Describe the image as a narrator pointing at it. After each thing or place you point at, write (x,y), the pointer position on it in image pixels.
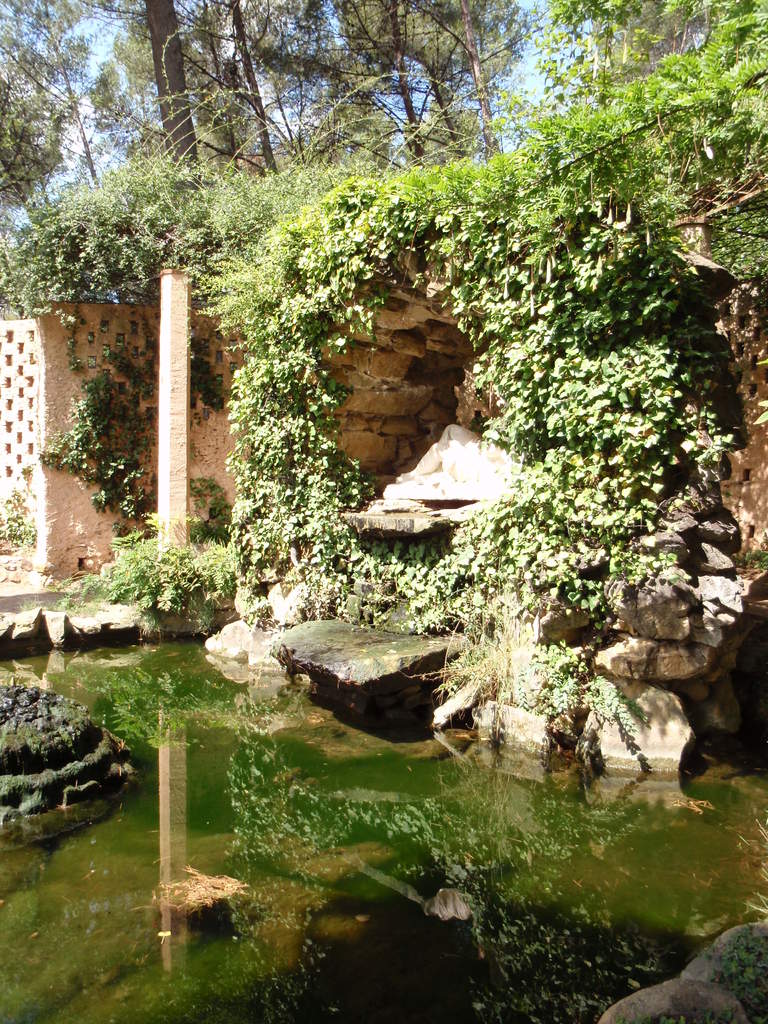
In this image we can see a water (320,910), here are the rocks (401,368), here is the wall (89,368), here are the trees (10,284), at above here is the sky (84,143).
